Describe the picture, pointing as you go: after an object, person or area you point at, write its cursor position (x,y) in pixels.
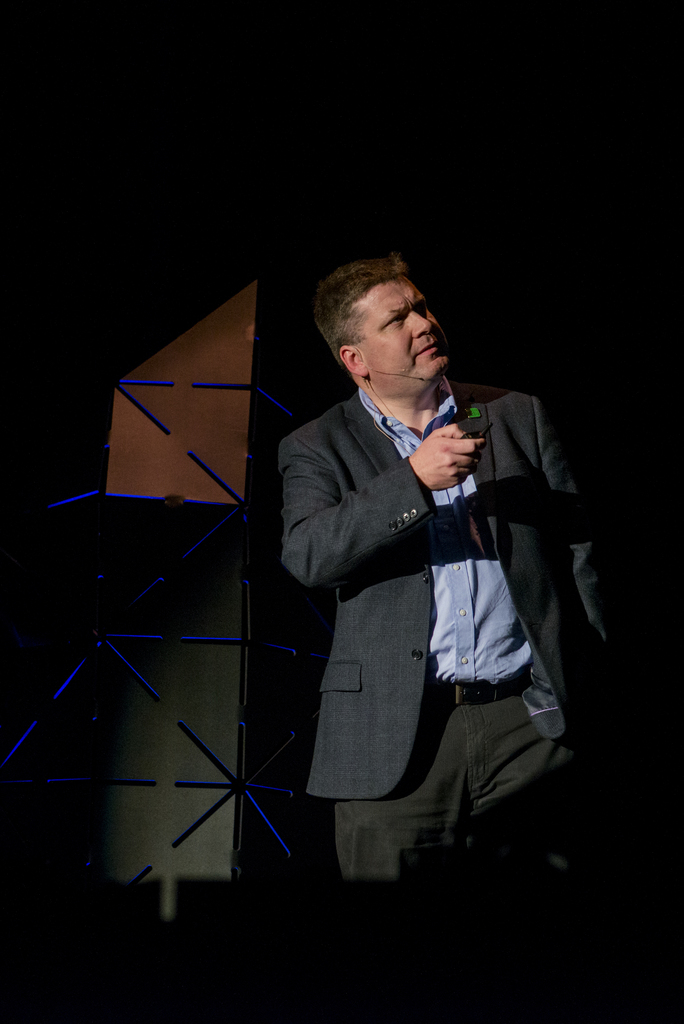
In this image we can see a man (464,509) wearing a blazer (532,483) and holding an object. In the background (184,785), we can see an object (228,338).
